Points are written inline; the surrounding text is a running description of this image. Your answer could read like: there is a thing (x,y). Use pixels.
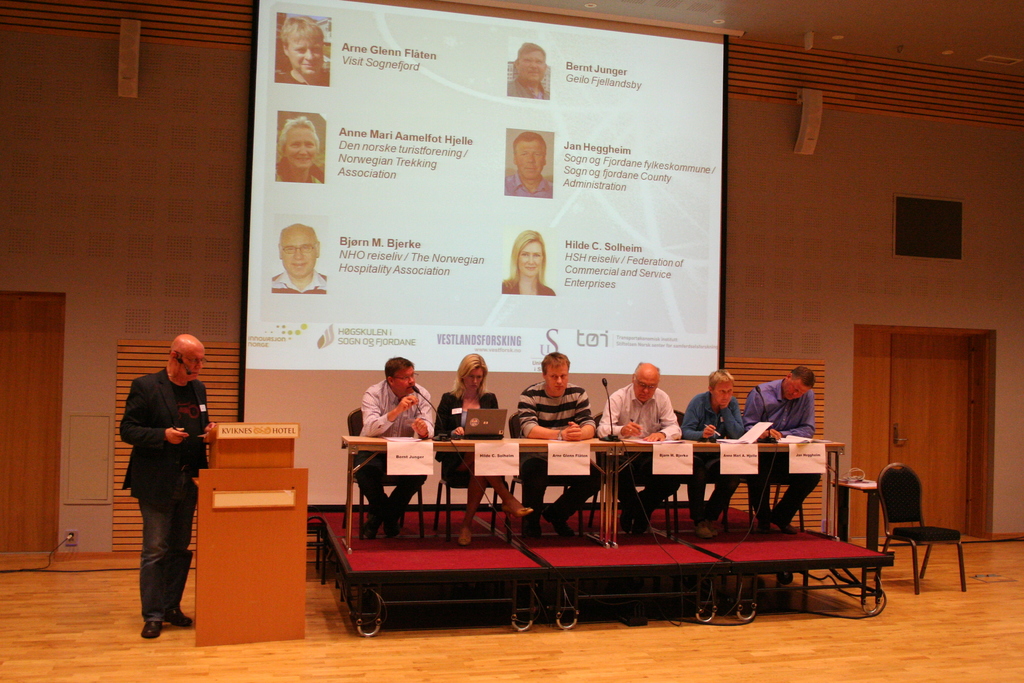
There are some people (559,409) sitting on chairs (553,486). In front of them there is a table (757,443). On the table (455,442) there are some name slips (573,462), mic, mic stands (609,426), laptop (490,427). Also in the left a person (402,398) is talking. Another person (170,441) wearing a black dress (152,442) is standing wearing a headphone (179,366) with mic (185,367). Near to him there is a podium (253,477). In the background (884,408) there is a door (907,389), chair (879,495), screen (499,207) and a wall (169,226).
